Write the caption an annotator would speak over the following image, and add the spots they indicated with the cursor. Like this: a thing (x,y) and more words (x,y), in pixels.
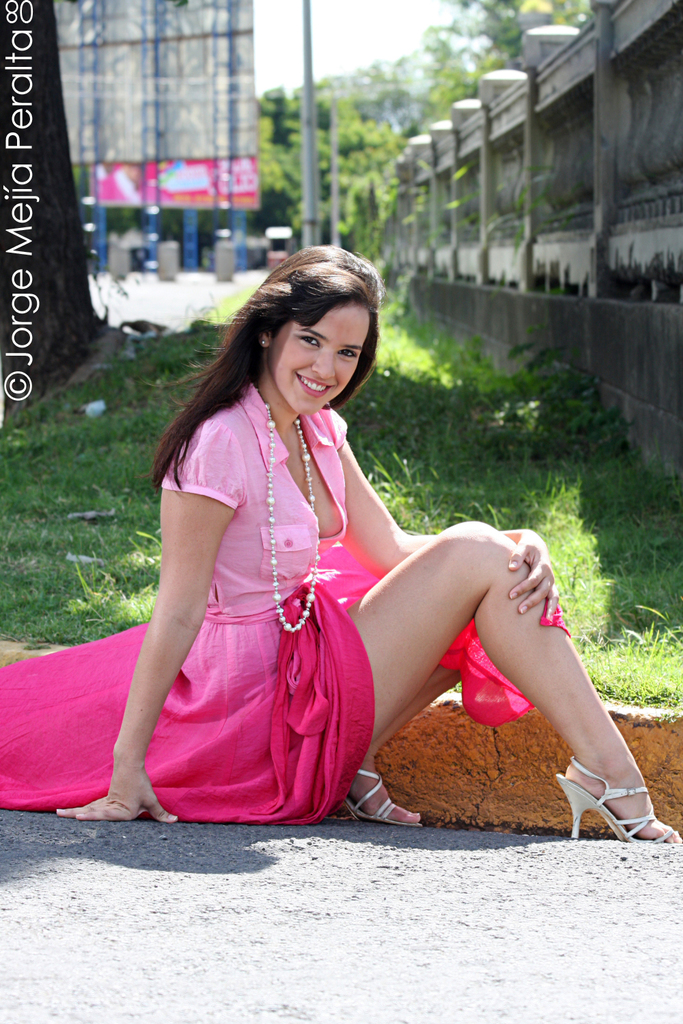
In this image in the foreground (198,535) there is one woman (241,566) who is sitting and she is smiling, and she is wearing a pink color dress (237,621). At the bottom (244,877) there is road (237,827), and in the background (352,442) there is grass (493,365), wall (514,324), pole (309,147), building (103,126) and tree (72,289). And on the left side of the image (26,32) there is text (21,205).
